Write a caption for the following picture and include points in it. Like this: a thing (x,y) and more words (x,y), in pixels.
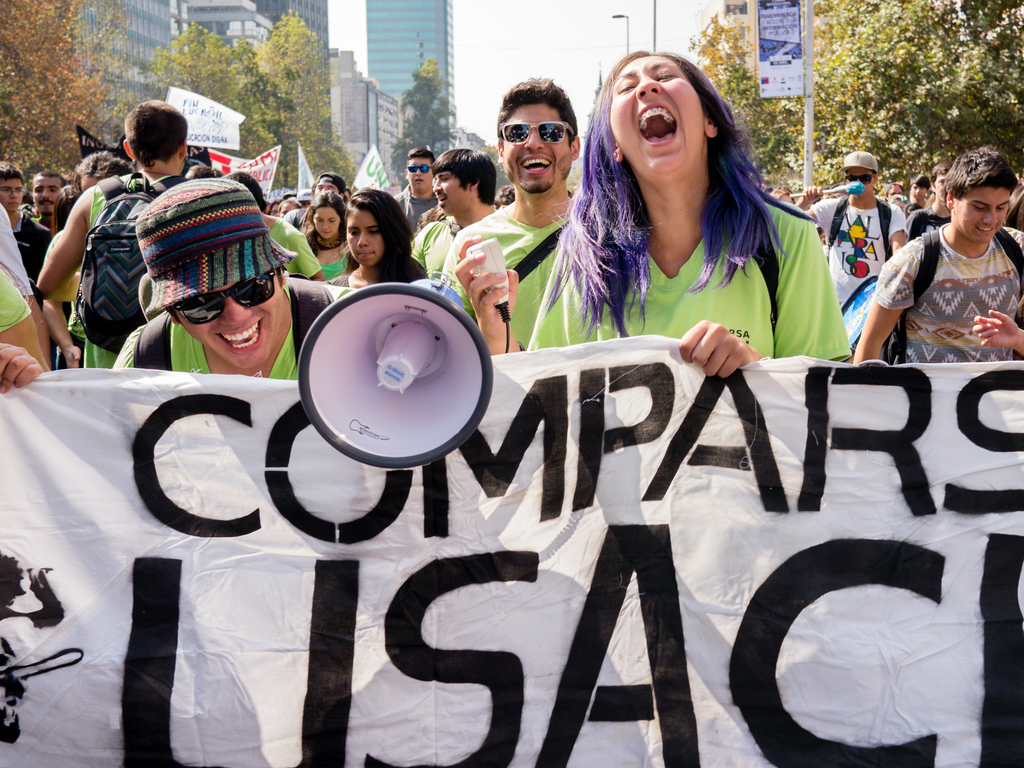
In this image we can see people (987,216), flags (833,411), horn speaker (459,368), poles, board (784,27), trees (722,30), and buildings (343,97). In the background (677,36) there is sky (677,36).
